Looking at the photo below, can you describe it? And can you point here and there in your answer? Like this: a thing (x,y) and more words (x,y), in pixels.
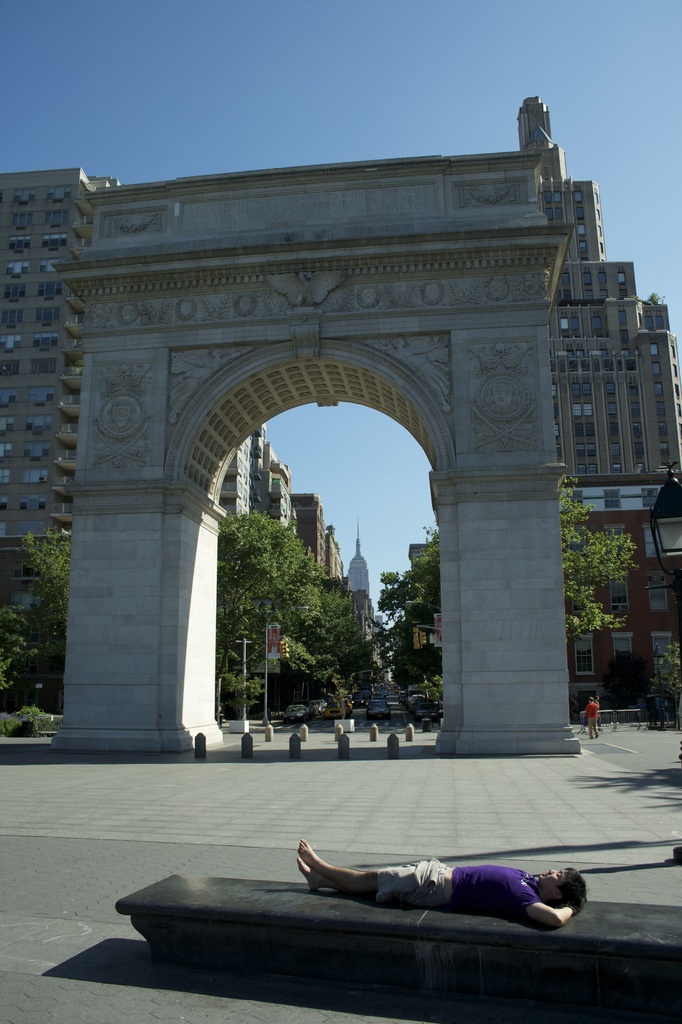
At the bottom of the image (237,923) we can see one person (360,887) is lying on the bench (322,943). In the background (648,680), we can see the sky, one arch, buildings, poles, trees (629,547), fences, plants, windows (5,429), few vehicles (382,699) on the road (332,724), one person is standing and a few other objects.
